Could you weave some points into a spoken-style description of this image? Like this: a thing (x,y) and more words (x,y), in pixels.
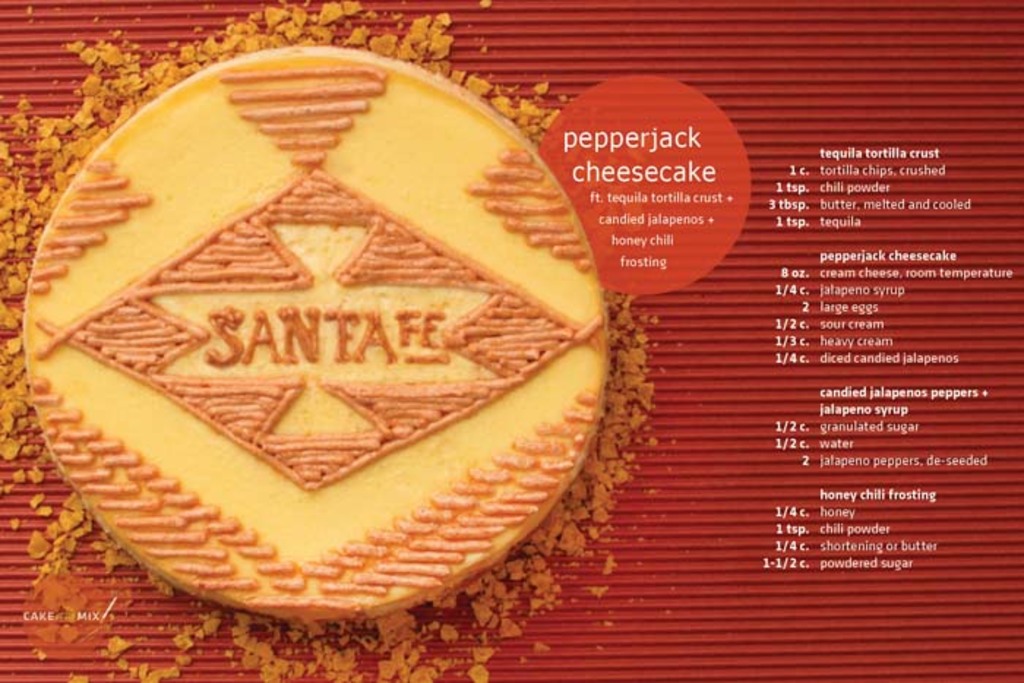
In this image, we can see a menu (796,493) with the image of food item (147,535) and some text (830,508) written. We can also see some water marks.
